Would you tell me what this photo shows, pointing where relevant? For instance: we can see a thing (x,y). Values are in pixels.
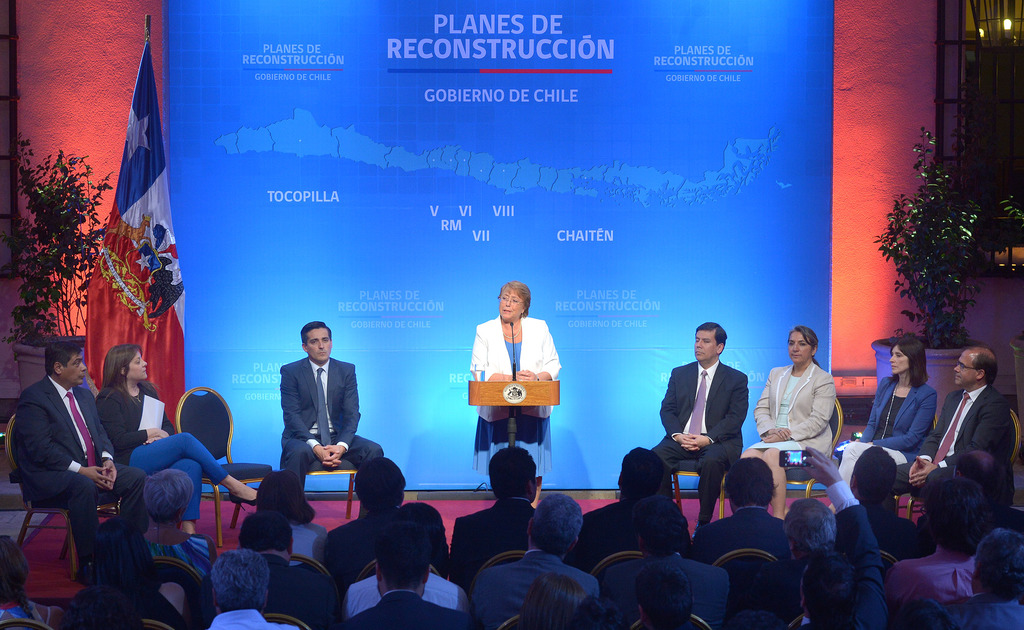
In this image I can see people (634,490) where one is standing and rest all are sitting on chairs (295,597). I can see most of them are wearing blazers (684,391), ties (321,403) and shirt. I can also see a podium (544,395) and a mic (513,335) on it. In the background (409,260) I can see a blue colour board (191,179), few plants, a flag (130,147) and on this board (603,190) I can see something is written.
